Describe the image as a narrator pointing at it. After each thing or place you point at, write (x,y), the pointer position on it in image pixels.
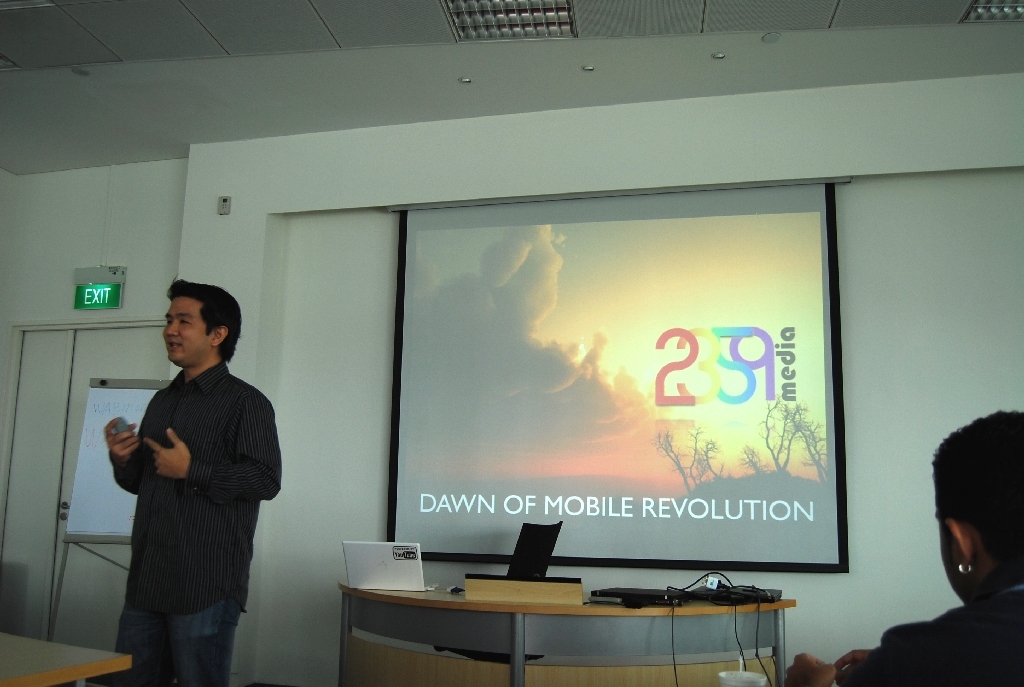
A man (195,391) is speaking to people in front of him with a small object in his hand (123,439) and a screen (473,467) behind him.
